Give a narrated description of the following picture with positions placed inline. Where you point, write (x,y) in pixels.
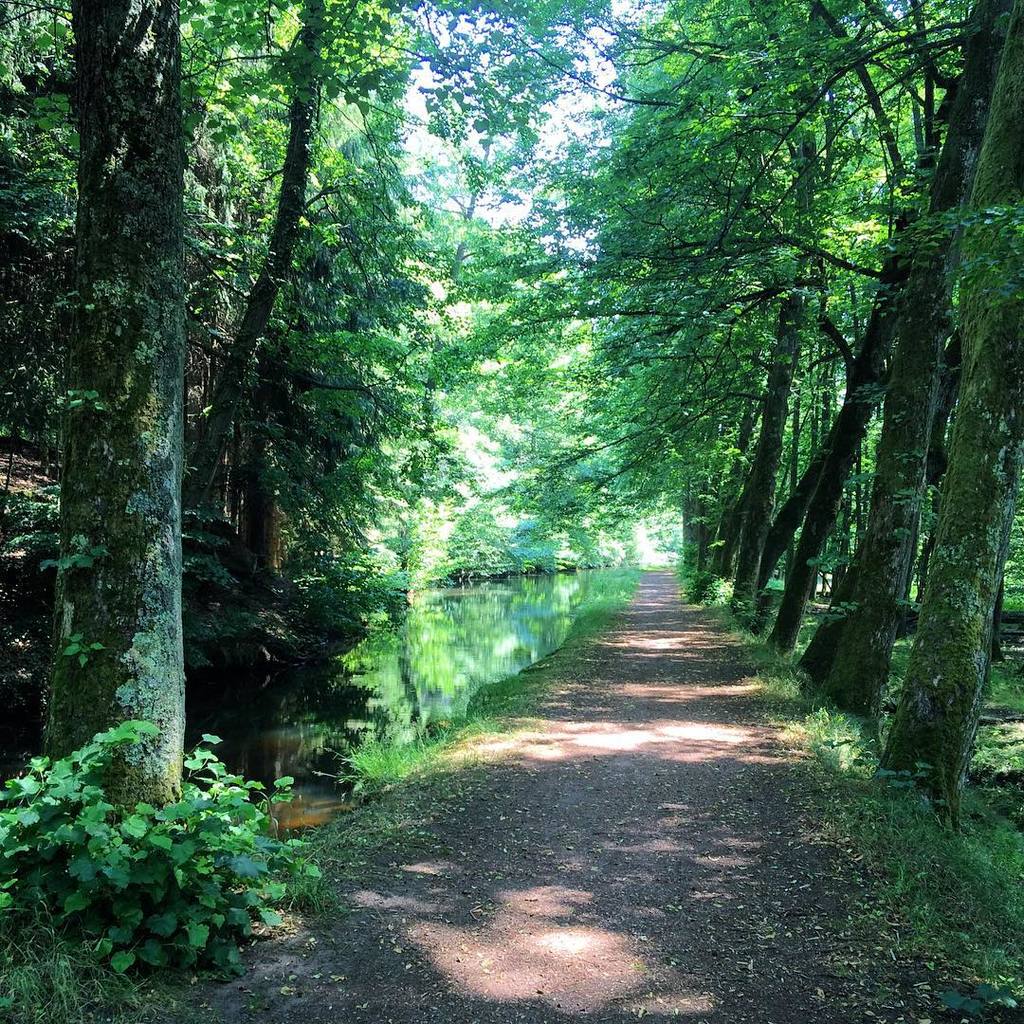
This image is taken outdoors. At the bottom of the image (645,822) there is a road (644,723). On the right side of the image (971,868) there is a ground (957,868) with grass (977,770) on it and there are many trees (813,525). On the left side of the image (310,701) there is a pond (428,669) with water (294,683) and there are many trees (133,598) and plants (324,521) on the ground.
